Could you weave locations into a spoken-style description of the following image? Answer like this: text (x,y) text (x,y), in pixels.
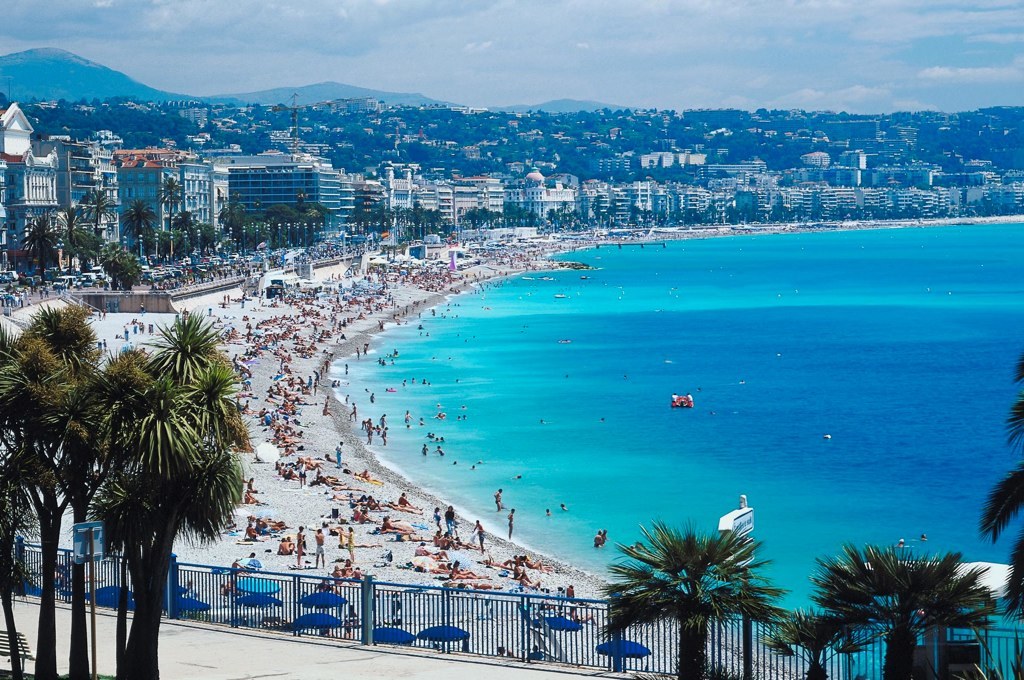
In this picture I can see the iron railing (371,592) at the bottom (341,574), in the middle (429,278) there are group of people (381,280), in the background (528,161) I can see the trees (472,171), buildings (482,178). At the top (588,47) there is the sky (594,23).
